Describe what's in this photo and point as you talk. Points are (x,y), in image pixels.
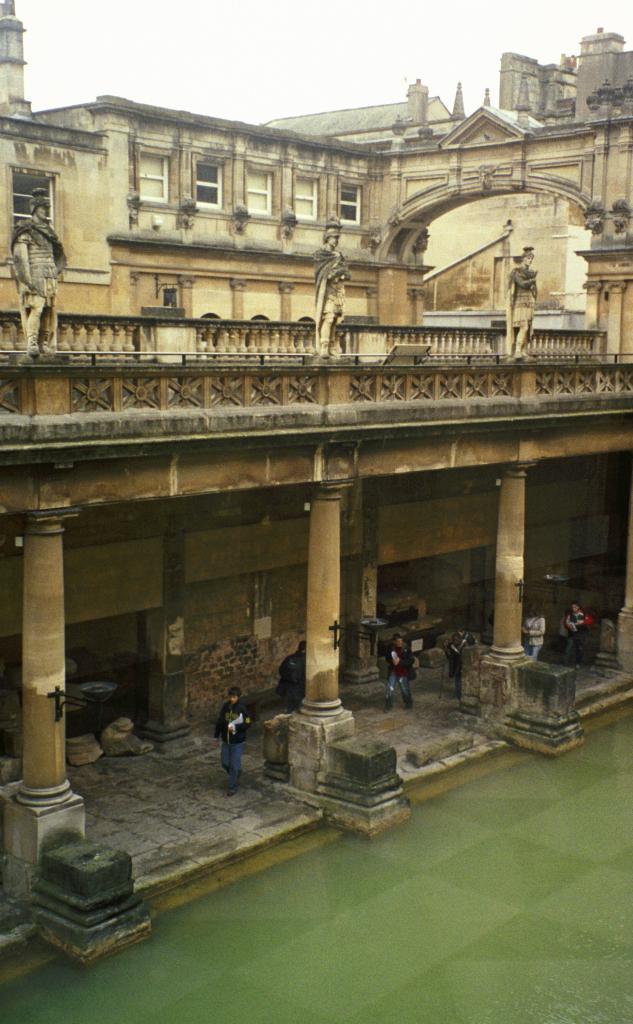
This picture is consists of roman baths (294,534) in the image and there is water (470,924) at the bottom side of the image (520,877), there are people (457,672) in the image and there are statues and pillars (40,591) in the image.
